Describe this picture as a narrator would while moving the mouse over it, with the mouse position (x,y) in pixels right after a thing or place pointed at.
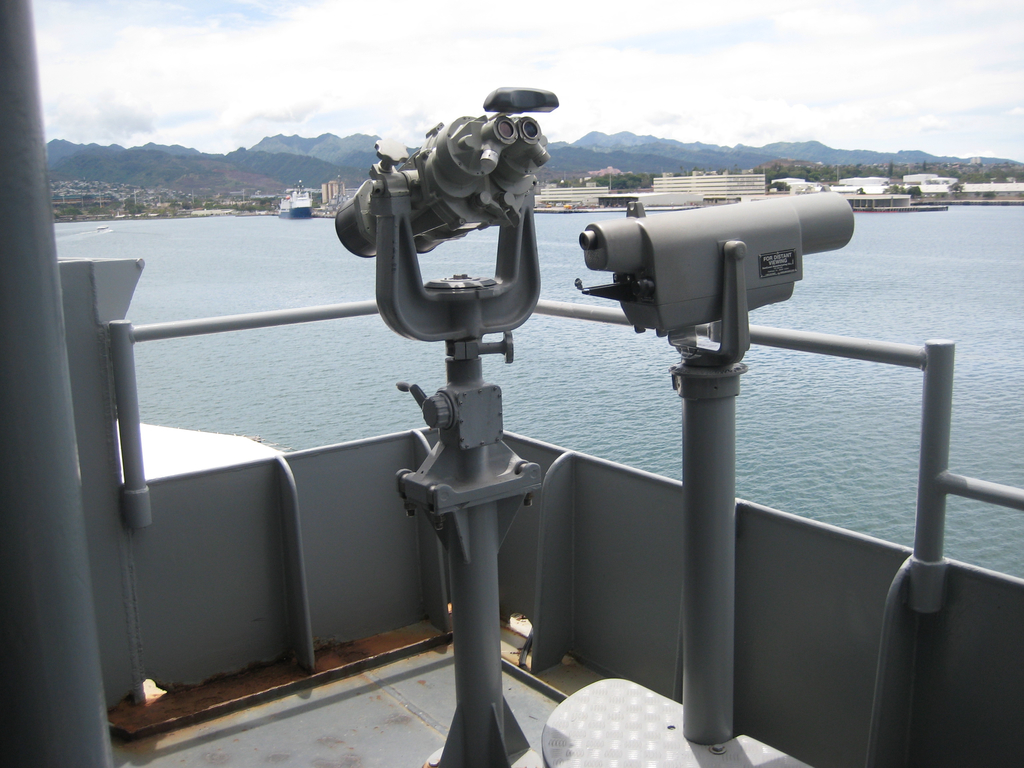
In the image there are rods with binoculars (504,181) and telescope (695,299). Behind them there is a railing (929,416) with grey color to the iron walls (203,625). Behind them there is a water (959,237) with few ships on it. In the background (206,181) there are trees (918,169), buildings (791,182) and hills (905,158). To the top of the image (191,52) there is a sky (51,82).
